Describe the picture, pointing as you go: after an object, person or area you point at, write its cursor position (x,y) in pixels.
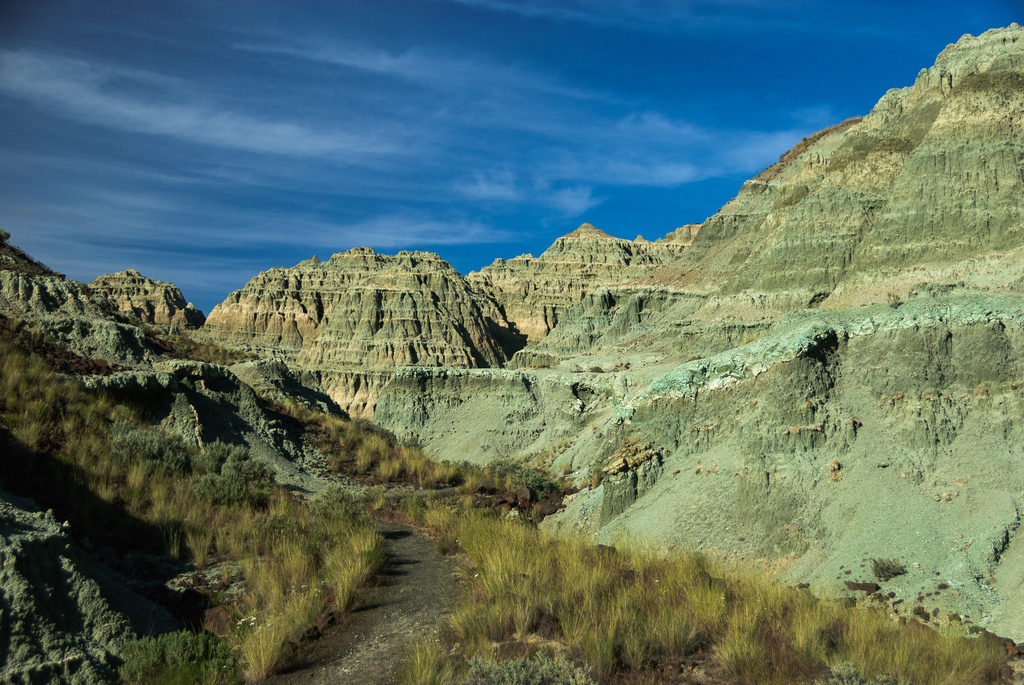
There is a small road (372,628). There are grasses (260,497) on the ground (254,455). In the back (463,282) there are hills (463,282). In the background (419,158) there is sky (419,166).
